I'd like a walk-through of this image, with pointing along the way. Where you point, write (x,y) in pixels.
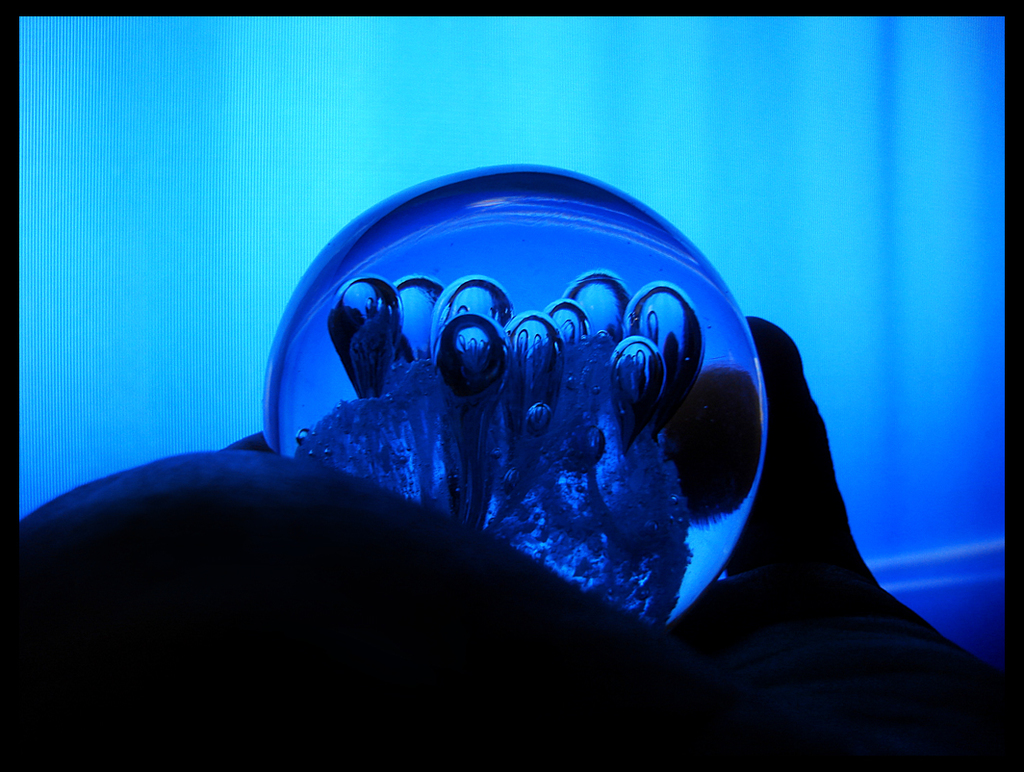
In the center of the image (488,402) an object (547,481) is there.
